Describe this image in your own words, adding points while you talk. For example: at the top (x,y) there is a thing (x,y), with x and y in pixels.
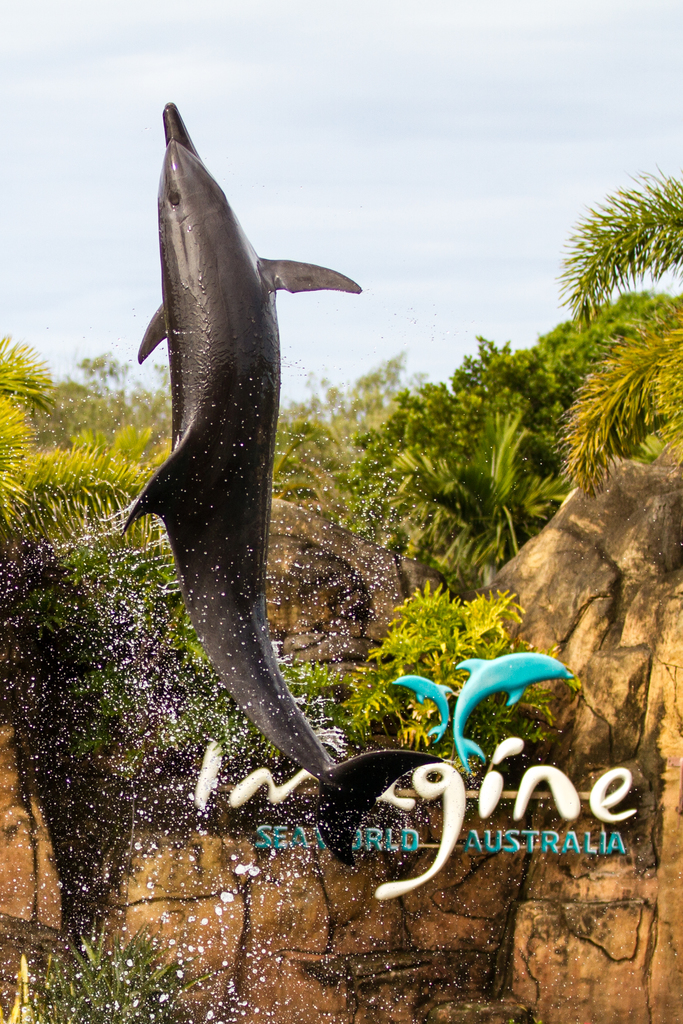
In this image we can see a dolphin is in the air (179,11). Here we can see the water droplets (257,910) and in the background (210,963) can see the board (568,785), rocks (662,685), trees (32,635) and the sky (310,364).
